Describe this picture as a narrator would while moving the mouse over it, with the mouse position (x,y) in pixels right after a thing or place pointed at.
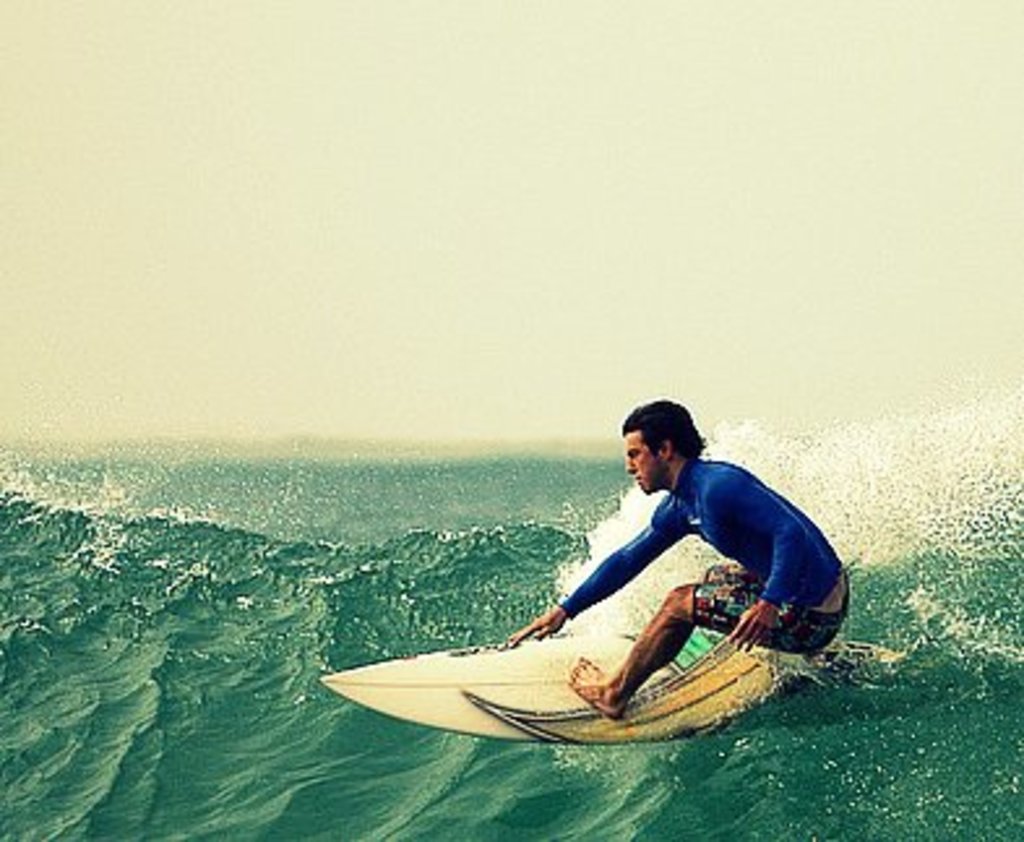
In this image, I can see the man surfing with the surfboard (411,682) on the water (270,685). I think this is the sky (542,198). This looks like a wave (366,574) on the water (182,763).
